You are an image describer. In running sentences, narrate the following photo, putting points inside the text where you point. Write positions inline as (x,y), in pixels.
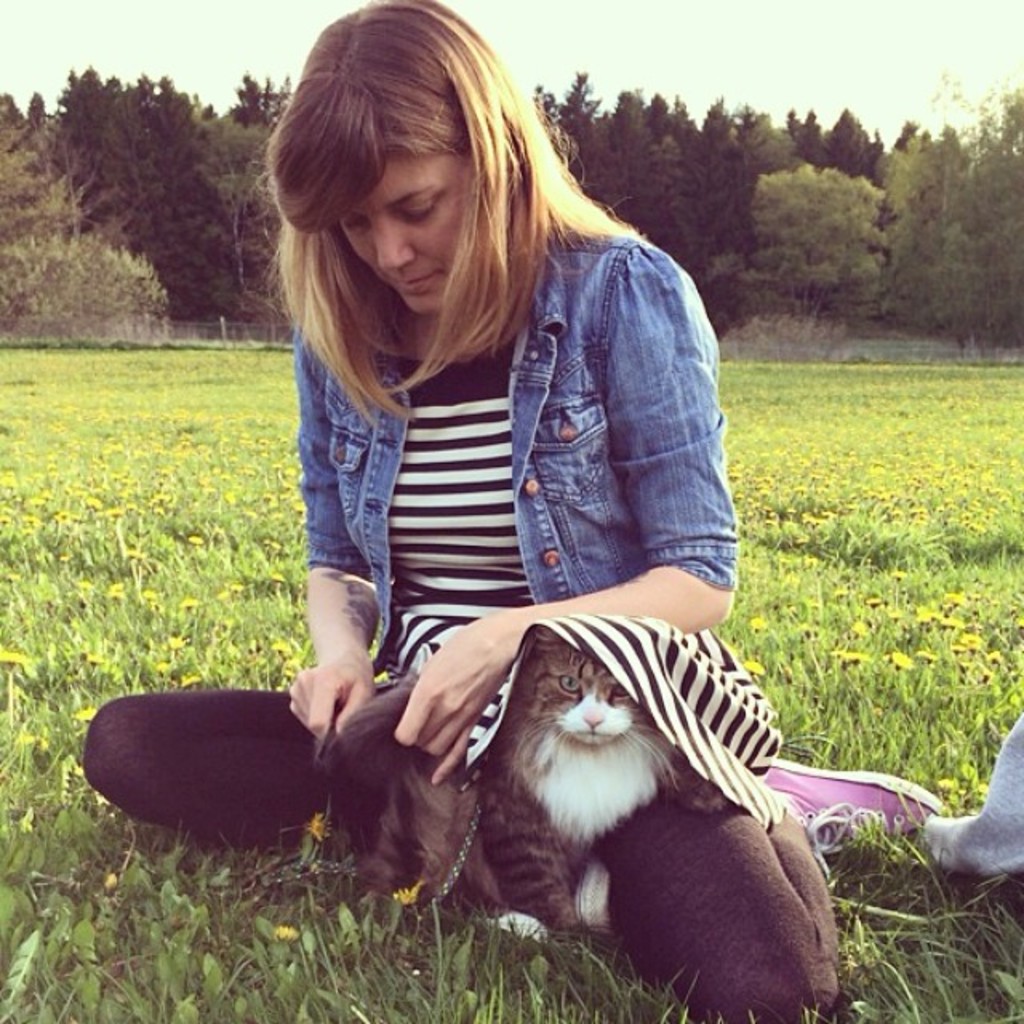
In this image I can see a woman (523,511) sitting in the garden (803,735) with a cat (596,792). At the background (149,219) we can see a tree (145,104) and a sky (200,40).
